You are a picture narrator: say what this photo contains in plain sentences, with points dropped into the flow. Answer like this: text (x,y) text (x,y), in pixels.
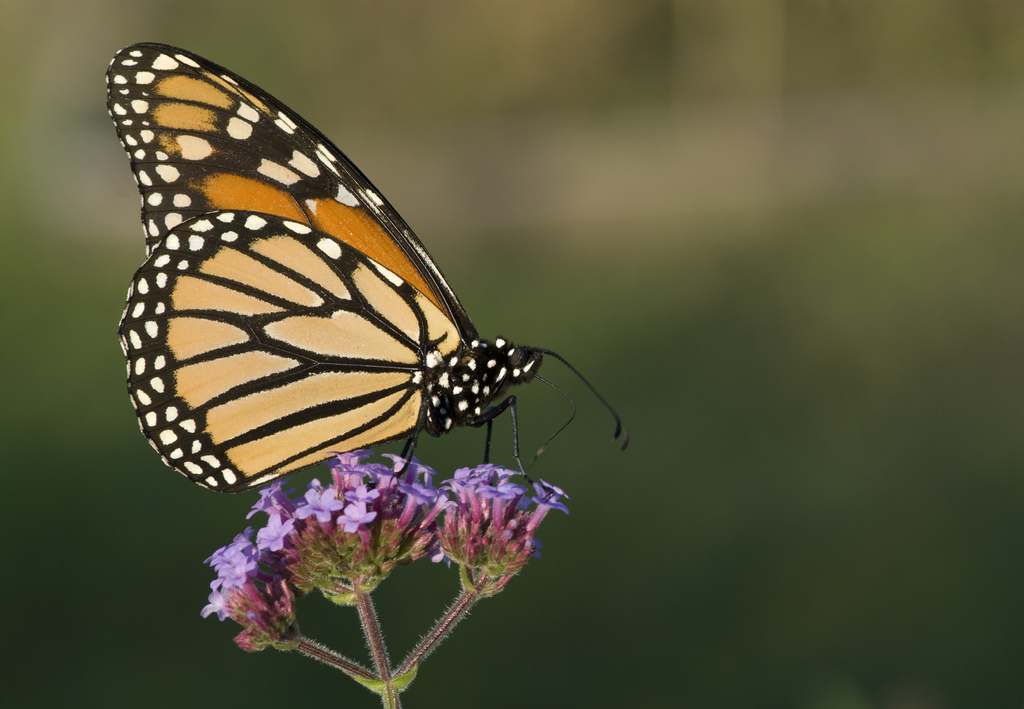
In this image we can see a butterfly (338,261) on the flowers (472,569).
